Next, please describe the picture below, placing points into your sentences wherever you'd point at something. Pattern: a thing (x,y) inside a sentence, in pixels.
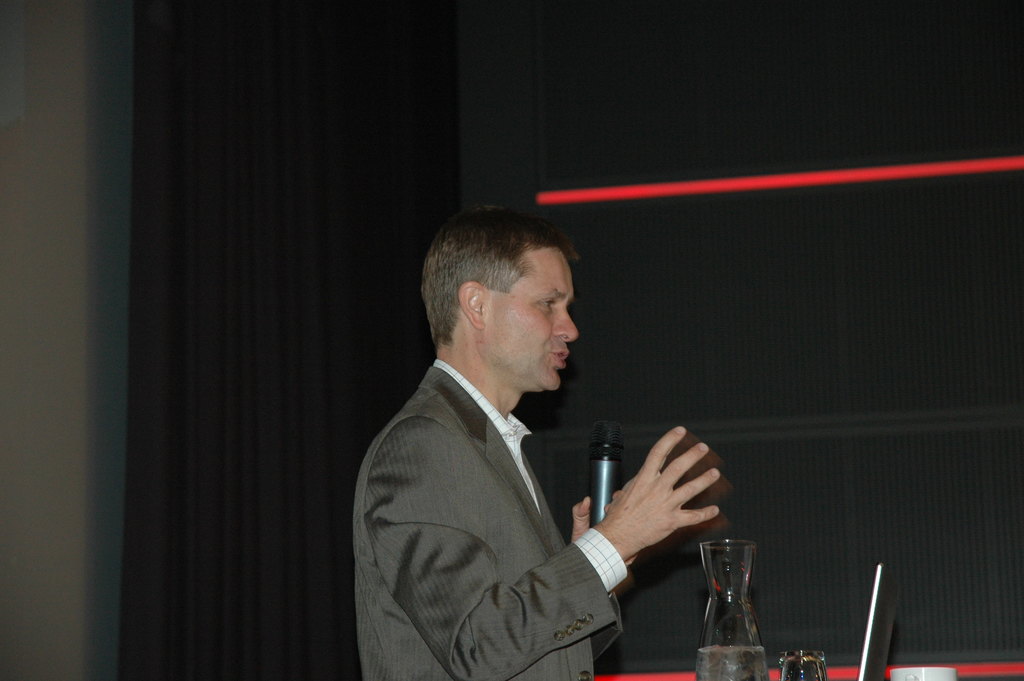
In this image we can see a man (542,584) standing and holding a mic (597,510) in one of his hands (618,524) and a table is placed in front of him. On the table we can see laptop (884,627), jug (731,635) and a glass tumbler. in the background (386,176) there are curtain (317,158) and wall (532,121).
